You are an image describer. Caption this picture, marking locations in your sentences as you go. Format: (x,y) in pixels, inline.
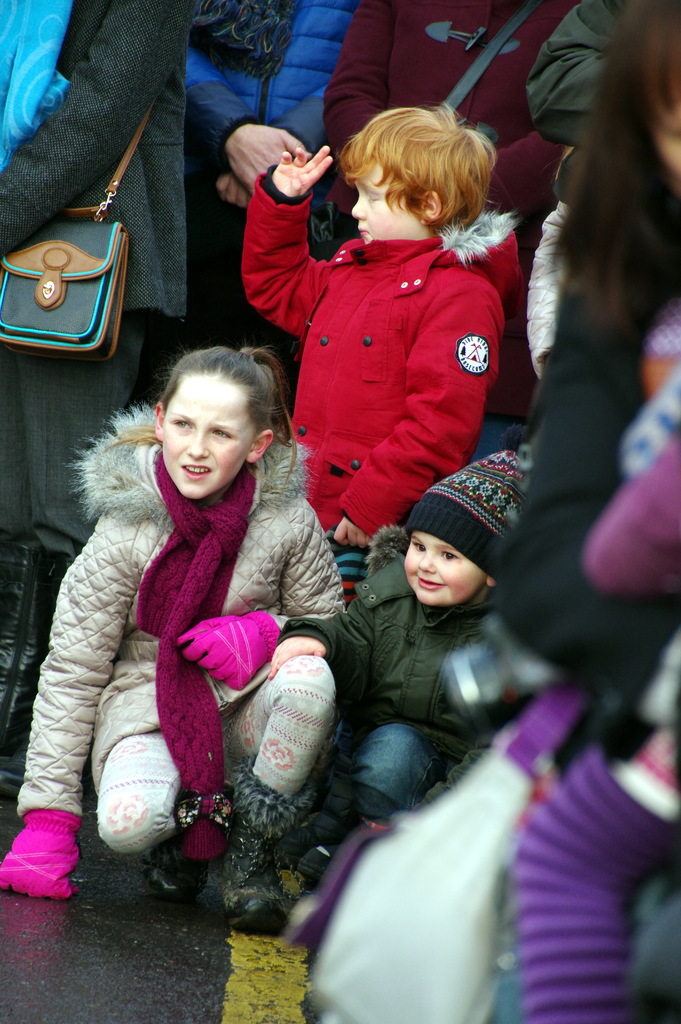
In this image there are a few people (399,9) and children's (308,645) sitting and standing on the road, a few are wearing their handbags (467,80).
